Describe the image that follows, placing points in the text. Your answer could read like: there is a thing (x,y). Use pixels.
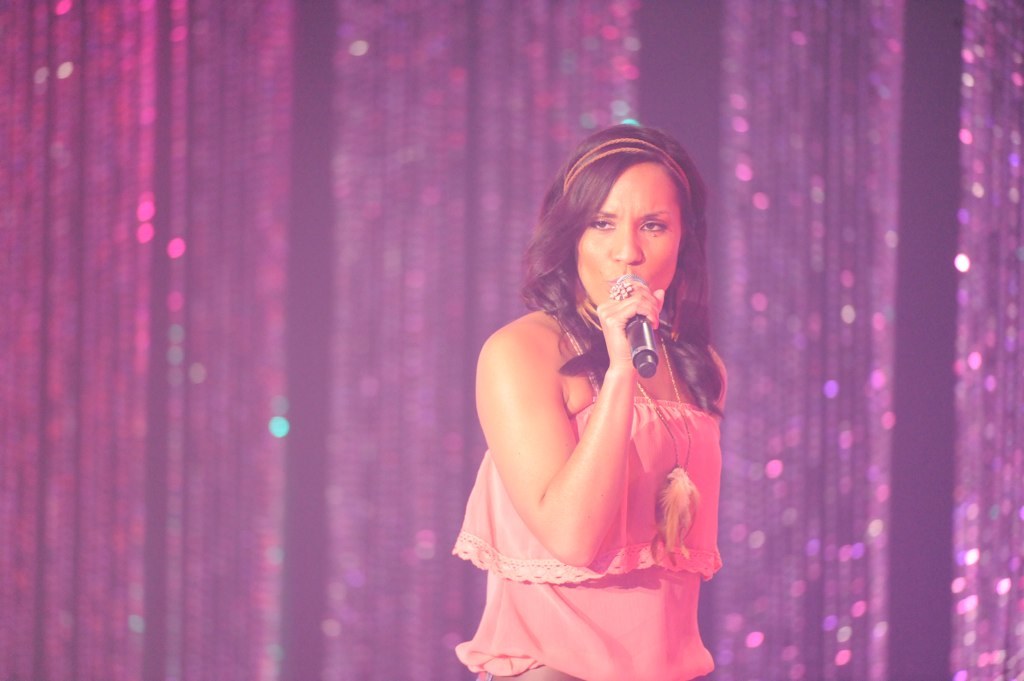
In this image we can see there is a person (666,312) standing and holding a mic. And at the back (400,225) there are curtains (834,456).
